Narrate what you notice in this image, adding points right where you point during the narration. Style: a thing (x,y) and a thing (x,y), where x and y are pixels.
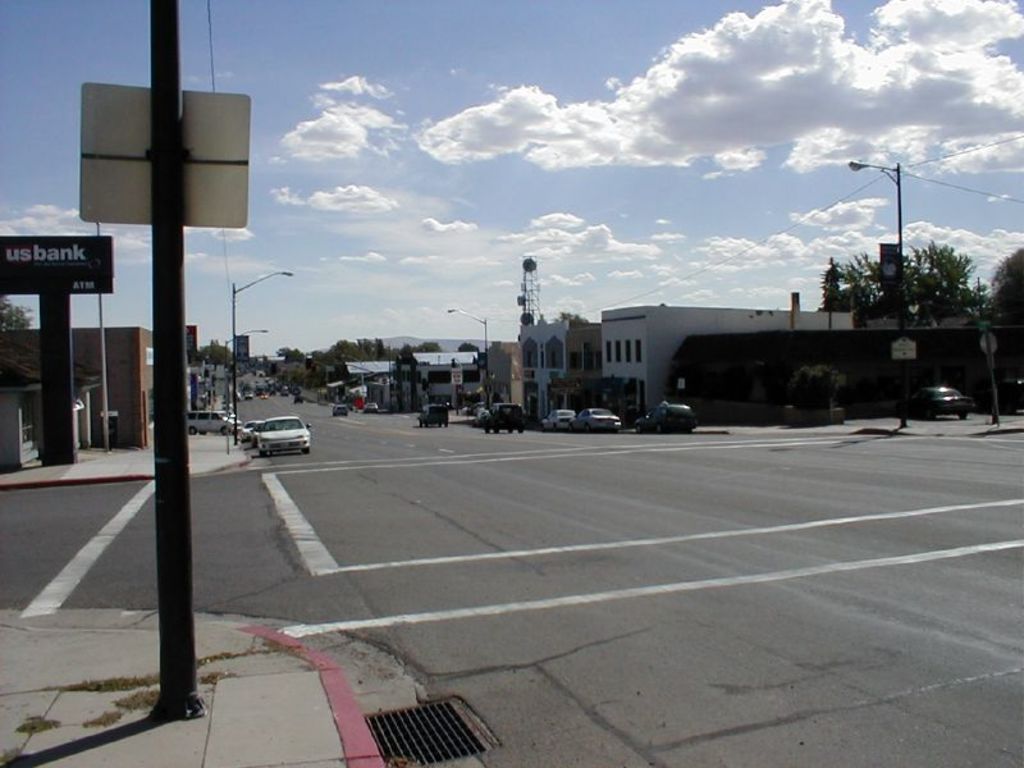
In this image I can see the road (687,578). On the road (495,499) I can see many vehicles (600,425). To the side of the road (327,469) I can see many light poles (185,485) and I can see the boards (224,111) to the poles (178,540). In the back (603,391) I can see many buildings (522,365), trees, clouds (435,261) and the blue sky (392,15).
